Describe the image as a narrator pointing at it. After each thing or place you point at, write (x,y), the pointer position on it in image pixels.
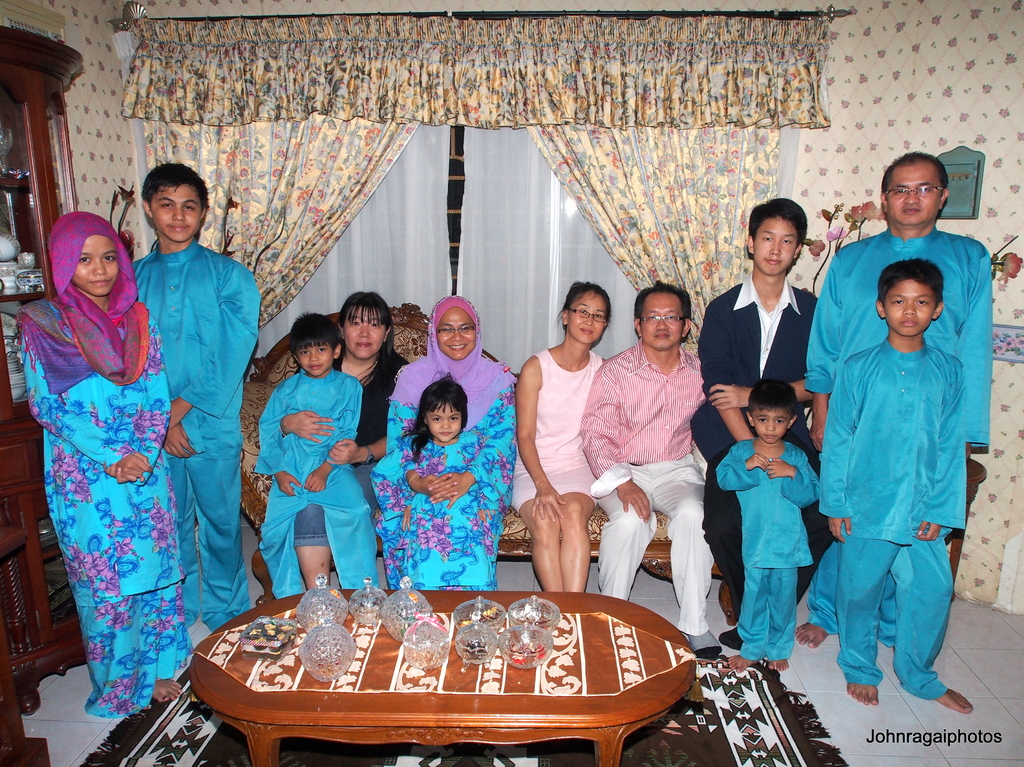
This picture describes about group of people (236,354), few are seated on the sofa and few are standing in front of them we can find couple of bowls (436,642) on the table (396,666), also we can see curtains (541,134), flowers (850,230) and a wall (916,97).
